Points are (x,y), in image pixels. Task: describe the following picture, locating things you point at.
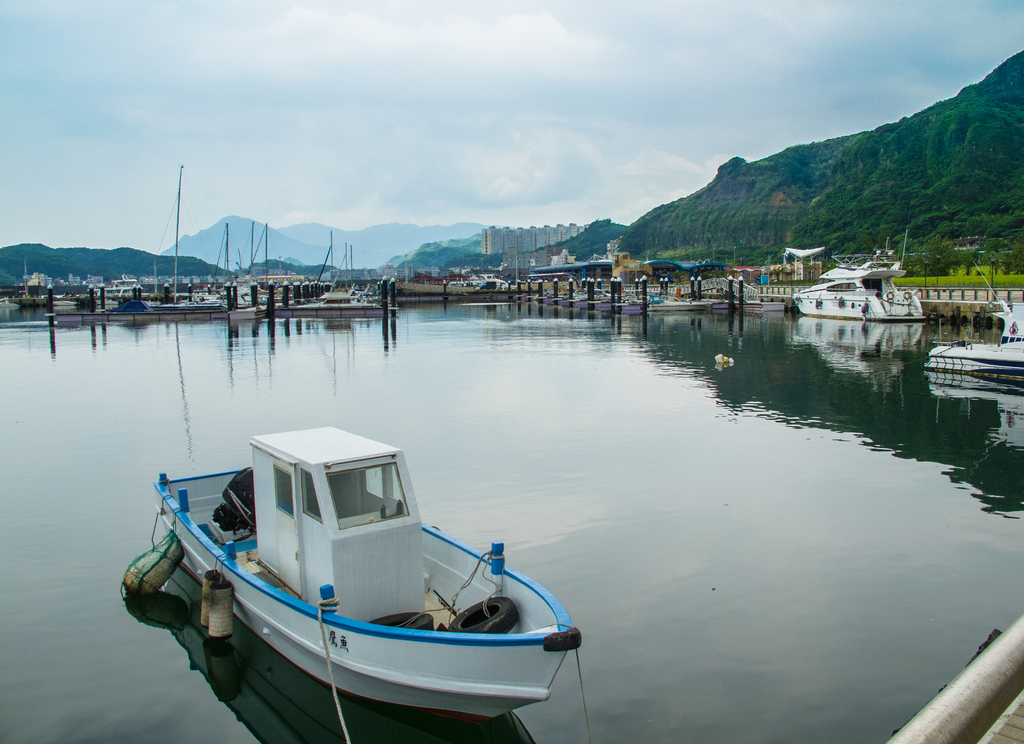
In front of the image there are ships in the water (555,506). There are poles (589,284), trees (50,256), buildings (553,269), mountains (760,223). At the top of the image (483,82) there are clouds (483,70) in the sky (487,67).
